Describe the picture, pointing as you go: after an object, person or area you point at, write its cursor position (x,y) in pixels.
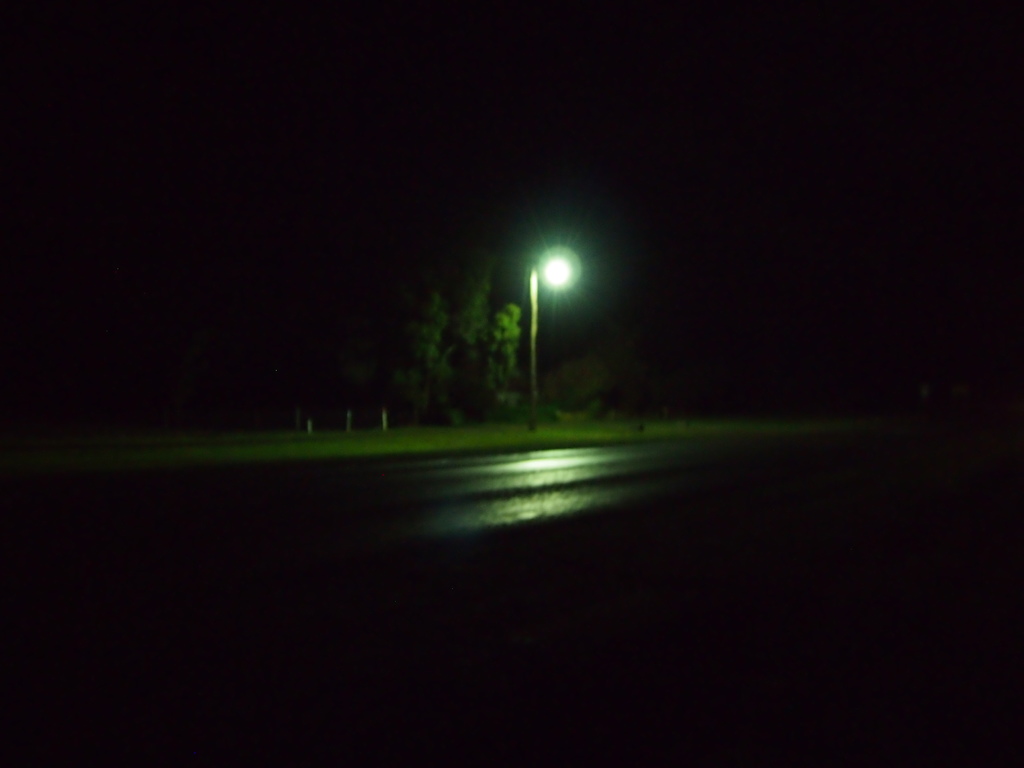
In this image I can see a light pole (532,399) and trees (481,332) with a dark background.
